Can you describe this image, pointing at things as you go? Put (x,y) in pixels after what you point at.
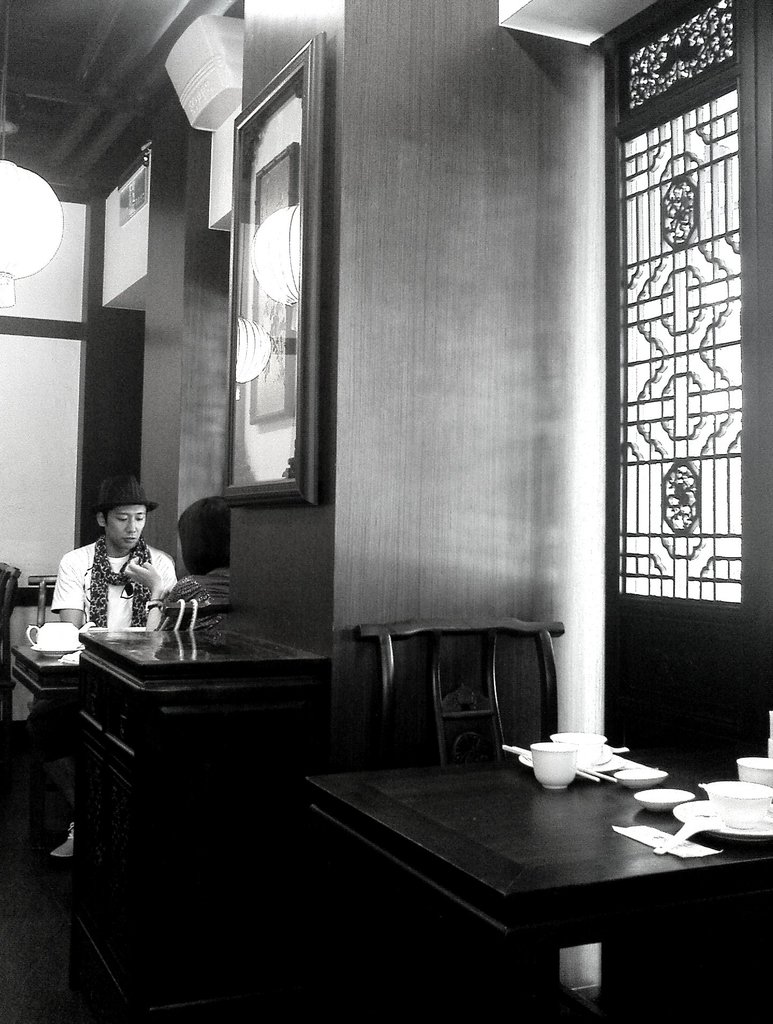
This picture is clicked inside the room (374,489). On the right (555,795) there is a table (509,822) on that there is a cup (561,773) and saucer (691,806). On the left (142,534) there are two people (100,549). In the background (269,282) there is a window (615,344), frame (291,296) and light (62,239).
